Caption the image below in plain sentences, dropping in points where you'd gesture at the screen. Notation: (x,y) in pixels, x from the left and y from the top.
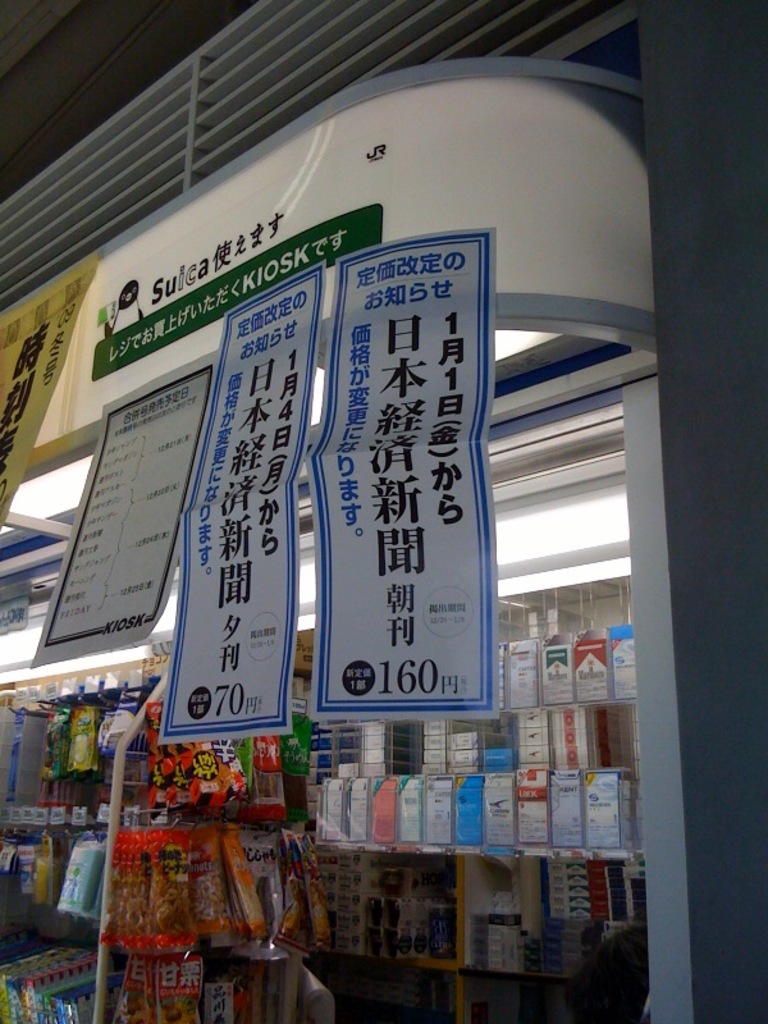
In this image I can see a stall (623,718), in the stall (623,733) I can see few covers (248,782), cardboard boxes (439,826) on the rack (391,850), in front (166,456) I can see few papers (229,456) attached to the board (436,223) and the board (324,228) is in white color.
